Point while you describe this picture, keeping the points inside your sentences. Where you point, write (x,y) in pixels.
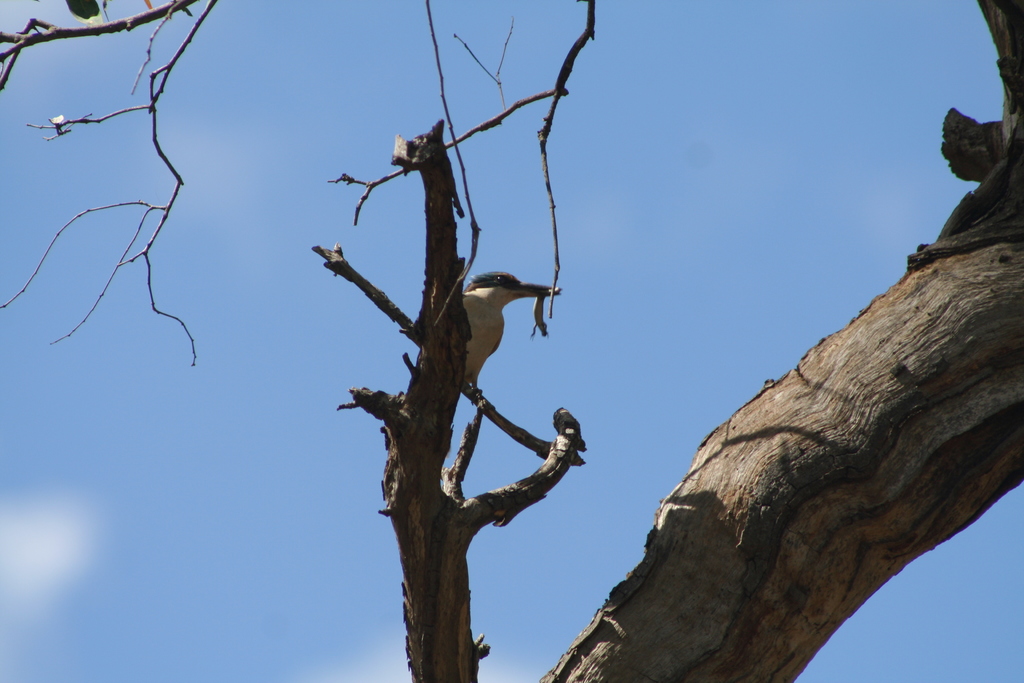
In the center of the image (525,434) we can see one tree (421,490). On the tree (481,514), we can see one bird (493,343). In the background (232,281) we can see the sky (277,485) and clouds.
